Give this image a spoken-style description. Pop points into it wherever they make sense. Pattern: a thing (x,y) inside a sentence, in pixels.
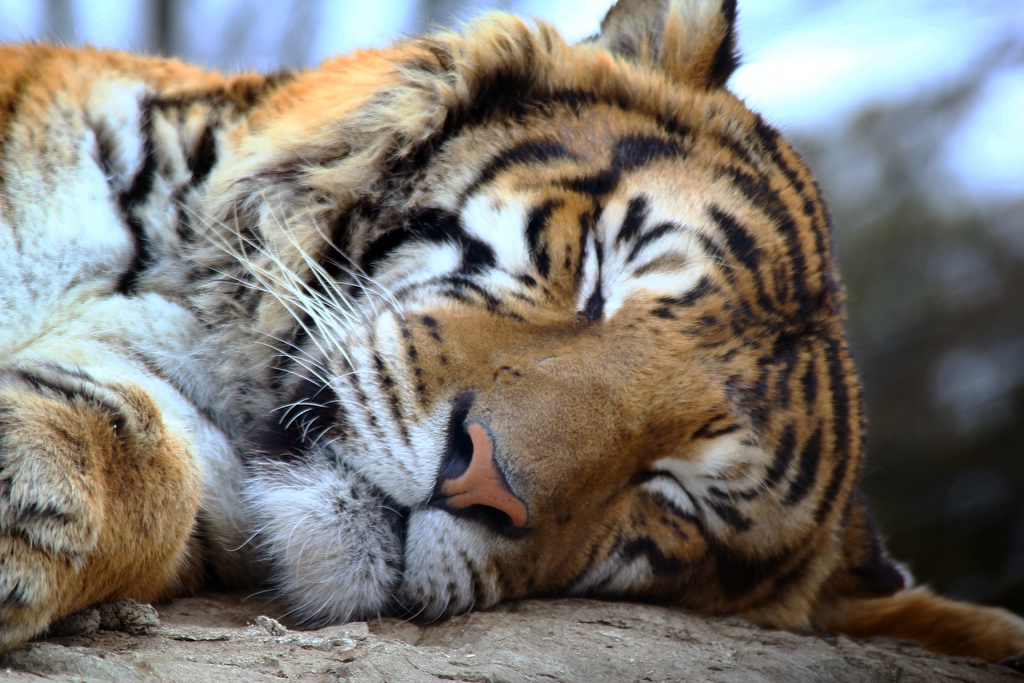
In this picture we can see a tiger (506,527) lying on a platform (303,656) and in the background (1001,66) it is blurry.
